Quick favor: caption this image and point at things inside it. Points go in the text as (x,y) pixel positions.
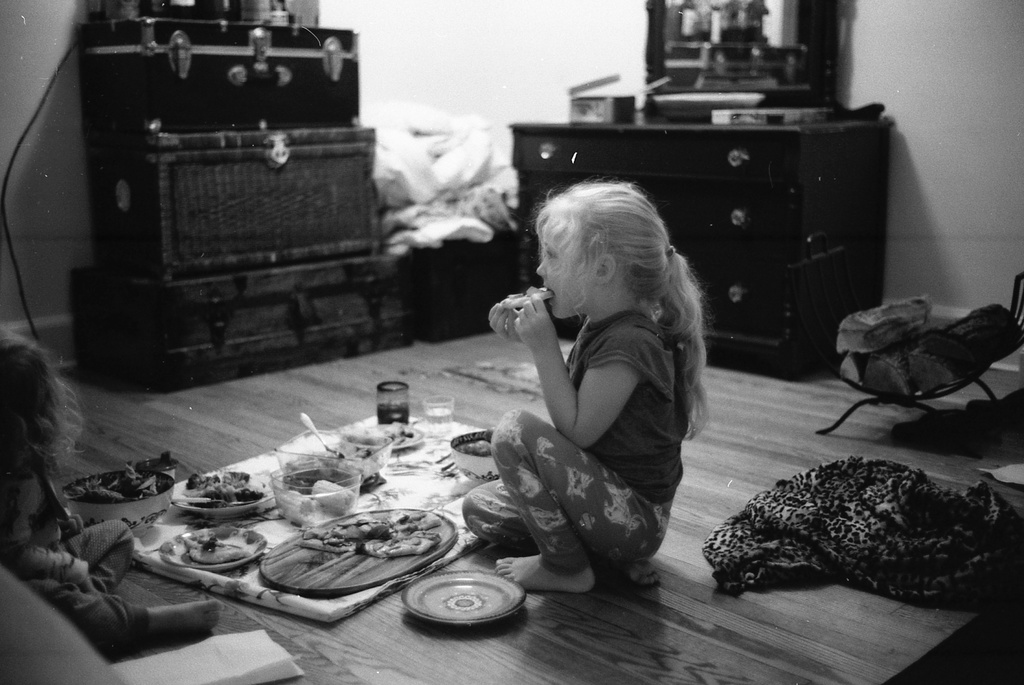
It is the black and white image in which there is a girl (620,449) sitting on the floor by eating the food (505,300). In front of her there are so many food items (311,514) on the cloth (271,544). In the background (281,250) there are trunks (229,246) kept one above the other. On the right side (728,156) there is a dressing table (746,133). At the bottom (876,471) there is cloth (845,511). Beside the cloth (834,501) there is log rack (968,381). On the left side (50,535) bottom there is another girl (82,562) sitting on the floor (127,591).
